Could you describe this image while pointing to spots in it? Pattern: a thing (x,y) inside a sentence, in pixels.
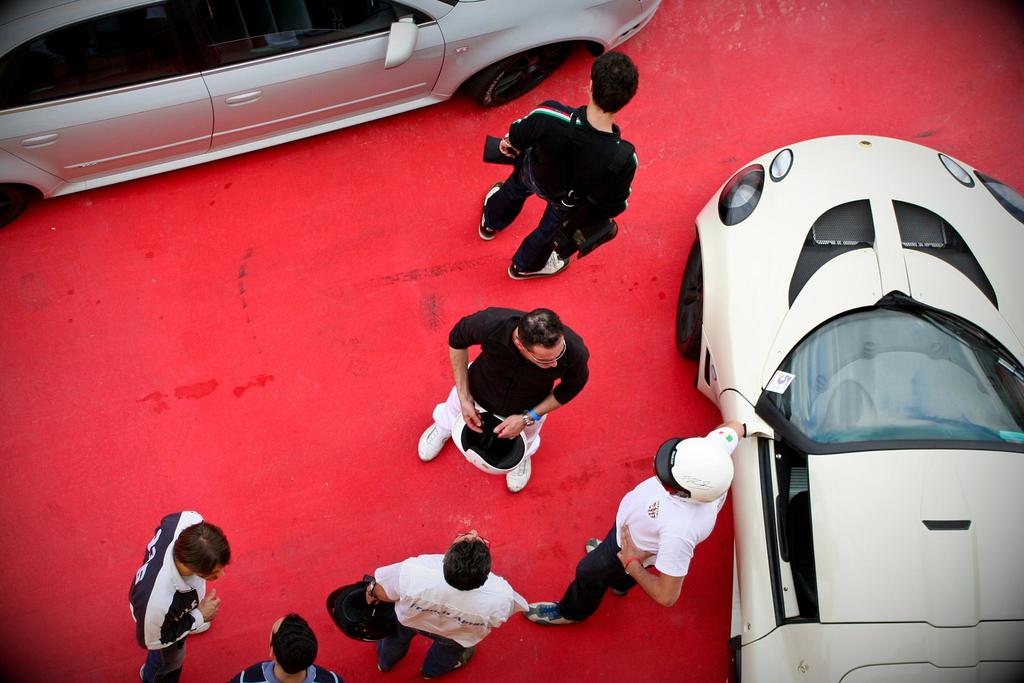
This picture describes about group of people (535,405), they are standing on the red color carpet (377,306), beside to them we can see few cars (765,321).
